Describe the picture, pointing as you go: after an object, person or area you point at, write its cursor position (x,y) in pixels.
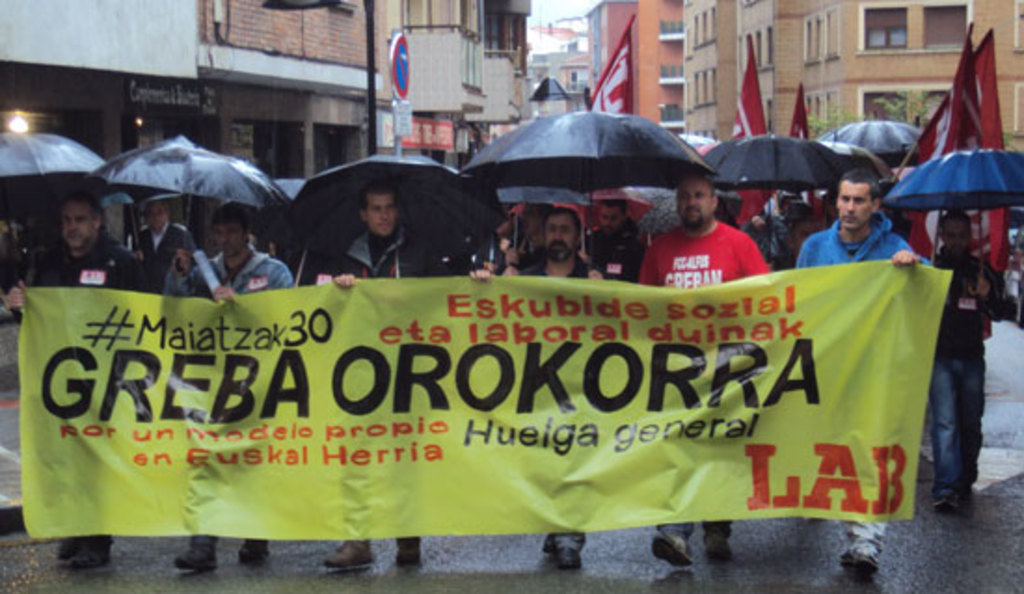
There are people (863,232), among them these people (118,279) are holding banner (619,355). We can see umbrellas (13,163) and banners (610,83). In the background (479,100) we can see boards (404,71) on pole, buildings (390,126), tree (823,129), light (24,131) and sky (536,17).
